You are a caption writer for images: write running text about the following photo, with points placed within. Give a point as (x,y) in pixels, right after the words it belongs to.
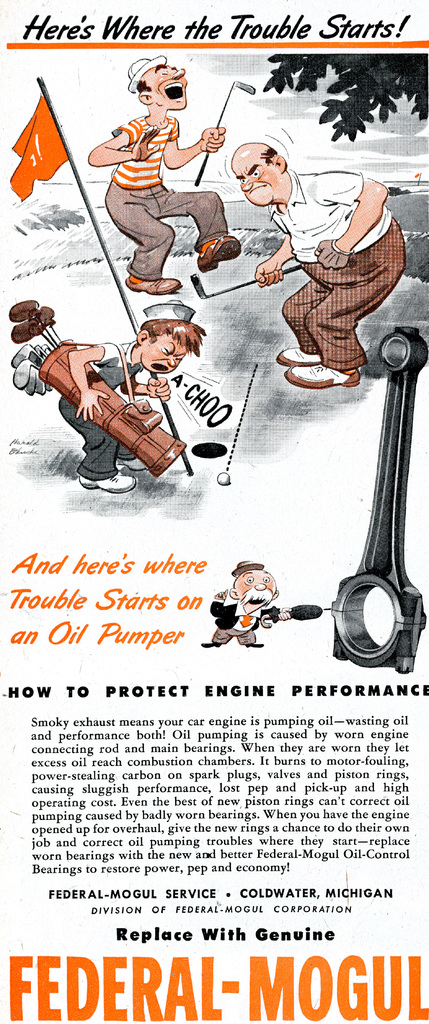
In this image we can see an article (238,575) with a cartoon (300,381) and with some description (271,719) about it.
